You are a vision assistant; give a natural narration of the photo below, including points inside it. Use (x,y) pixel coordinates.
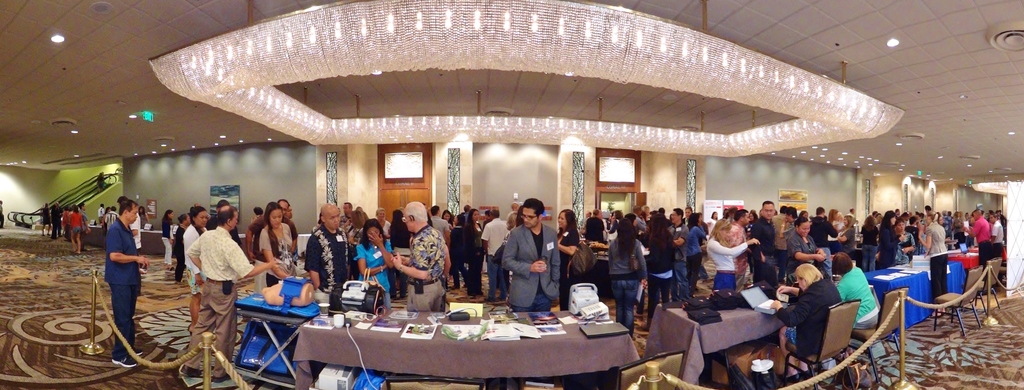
In this image i can see a group of people (321,256) are standing on the floor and few people (814,334) are sitting on a chair (837,328) in front of a table (737,310). On the table (436,332) we have some other objects (463,311) on it.
